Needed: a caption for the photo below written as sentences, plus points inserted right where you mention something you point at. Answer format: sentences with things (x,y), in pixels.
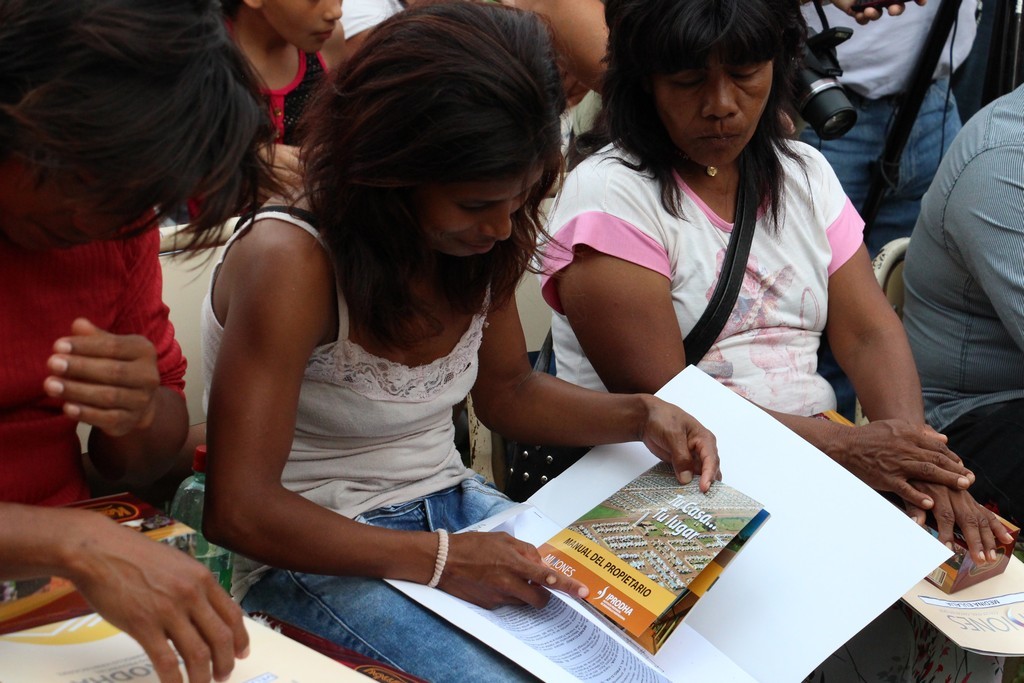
In this image I see few people (772,179) who are sitting on chairs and I see that this woman (425,377) is holding a paper (646,529) in her hand (703,486) and I see few more papers (982,605) over here and I see a camera (808,116) over here.
